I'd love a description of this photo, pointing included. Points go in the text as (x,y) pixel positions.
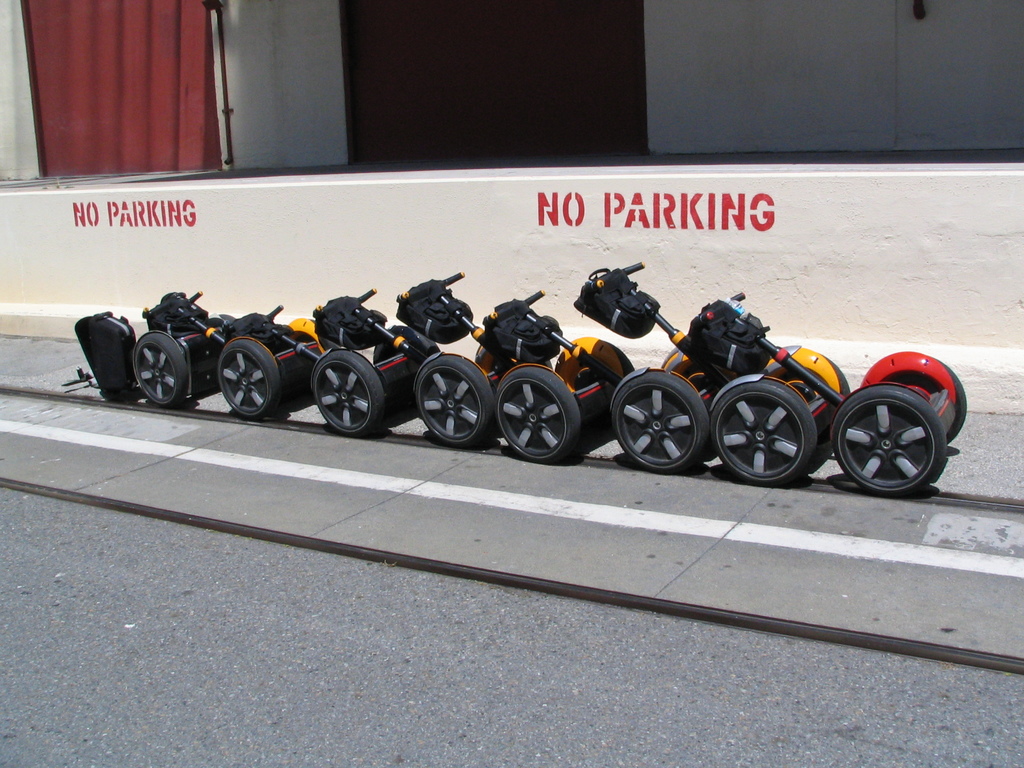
This picture shows few self-balancing scooters (928,428) on the side of the road (344,515) and we see a building (355,56).
